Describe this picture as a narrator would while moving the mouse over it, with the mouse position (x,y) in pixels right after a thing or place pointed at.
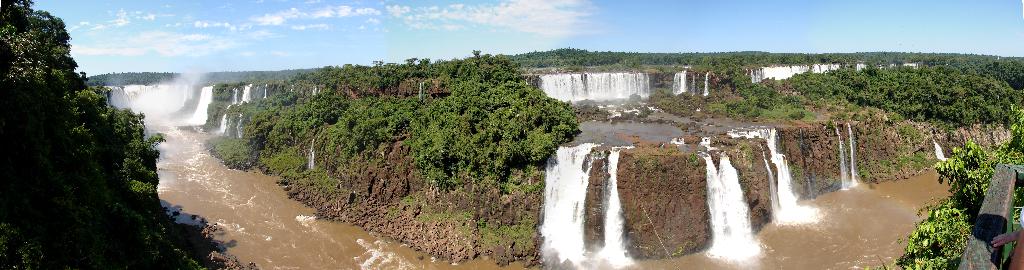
This image is taken outdoors. At the top of the image (317,22) there is a sky (279,30) with clouds (557,1). At the bottom of the image (389,262) there is a lake (766,229) with water (247,202). On the left side of the image (76,182) there are a few trees (83,188) and plants (101,178). In the middle of the image (591,98) there are a few waterfalls (205,86). There are many rocks (646,189), trees (434,121), plants (841,98) on the ground (791,128). On the right side of the image (1003,187) there is an iron bar (997,202).
